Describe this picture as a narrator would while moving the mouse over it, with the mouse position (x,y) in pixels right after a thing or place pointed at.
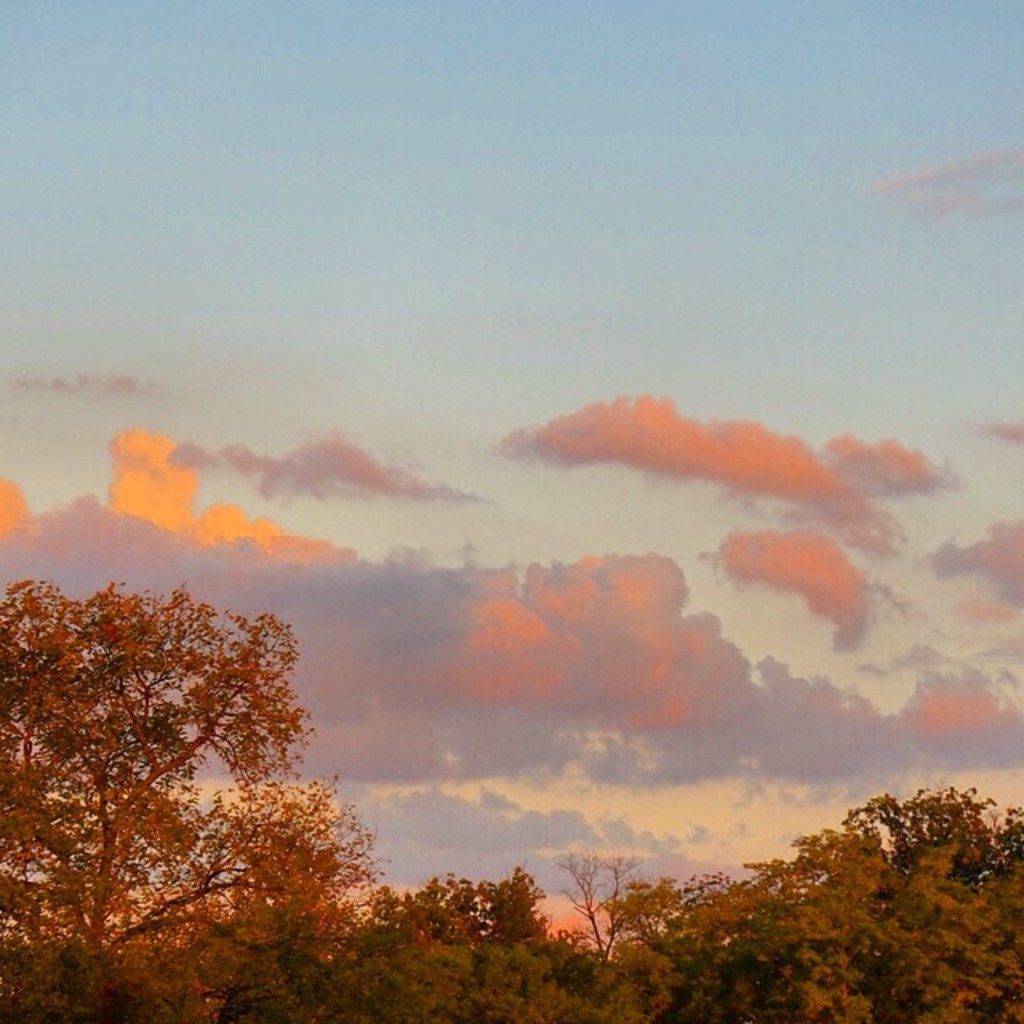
In this image I can see trees (304,792) and the sky (595,359). This image is taken may be during a day.
